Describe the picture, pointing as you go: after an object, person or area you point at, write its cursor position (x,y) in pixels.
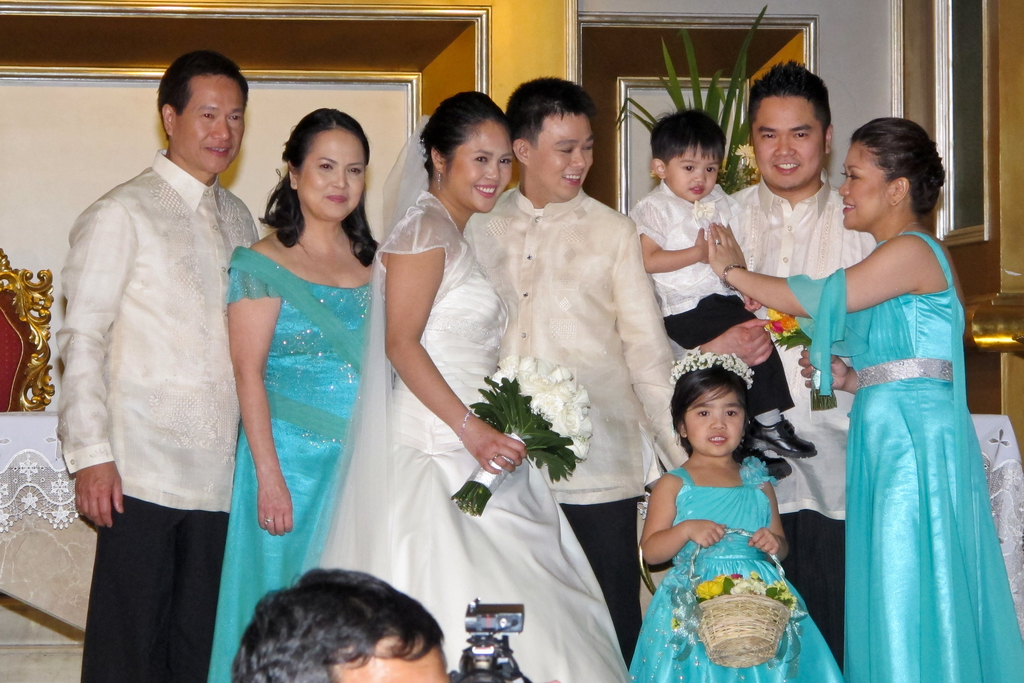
In this picture I see person (363,648) and a camera (506,664) in front (360,626) and behind the person (357,614) I see few people (622,259) who are standing and I see most of them are smiling and I see a girl (708,389) in front of them who is holding a basket (726,605) in which there are flowers (729,588) and in the background (440,47) I see the wall (832,44) and I see a plant (736,80) behind these people (705,114).
